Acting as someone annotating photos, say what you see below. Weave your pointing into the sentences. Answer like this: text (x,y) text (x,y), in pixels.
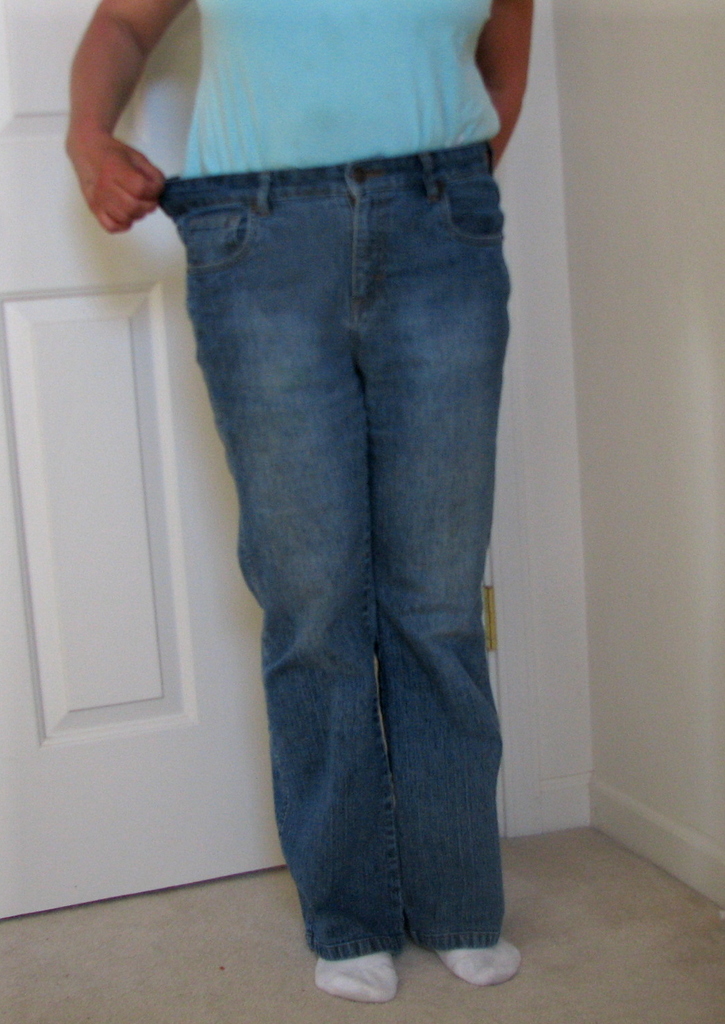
In this image, we can see a person (203,298) wearing clothes (360,343) and standing in front of the door (135,362). There is a wall (628,475) on the right side of the image (638,645).
